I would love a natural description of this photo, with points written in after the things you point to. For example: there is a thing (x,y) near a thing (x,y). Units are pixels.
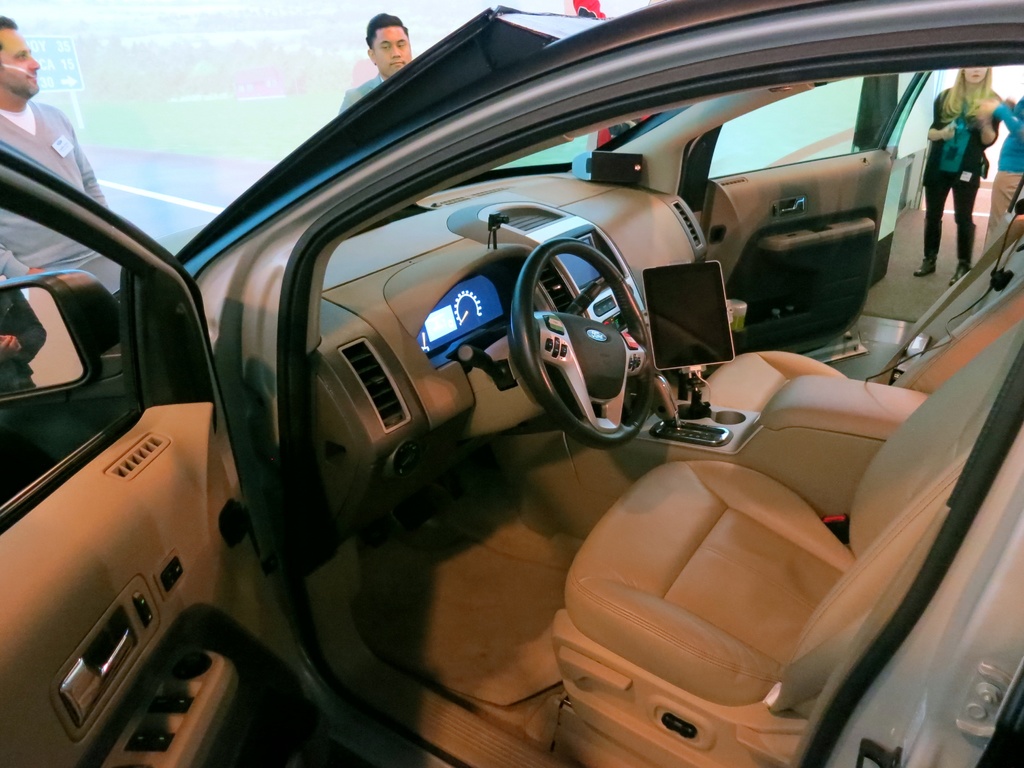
In the picture I can see a car (372,417), seats (804,538), steering (620,377) and doors (63,561). In the background (388,33) I can see people (11,100) who are standing and other objects (322,66).
